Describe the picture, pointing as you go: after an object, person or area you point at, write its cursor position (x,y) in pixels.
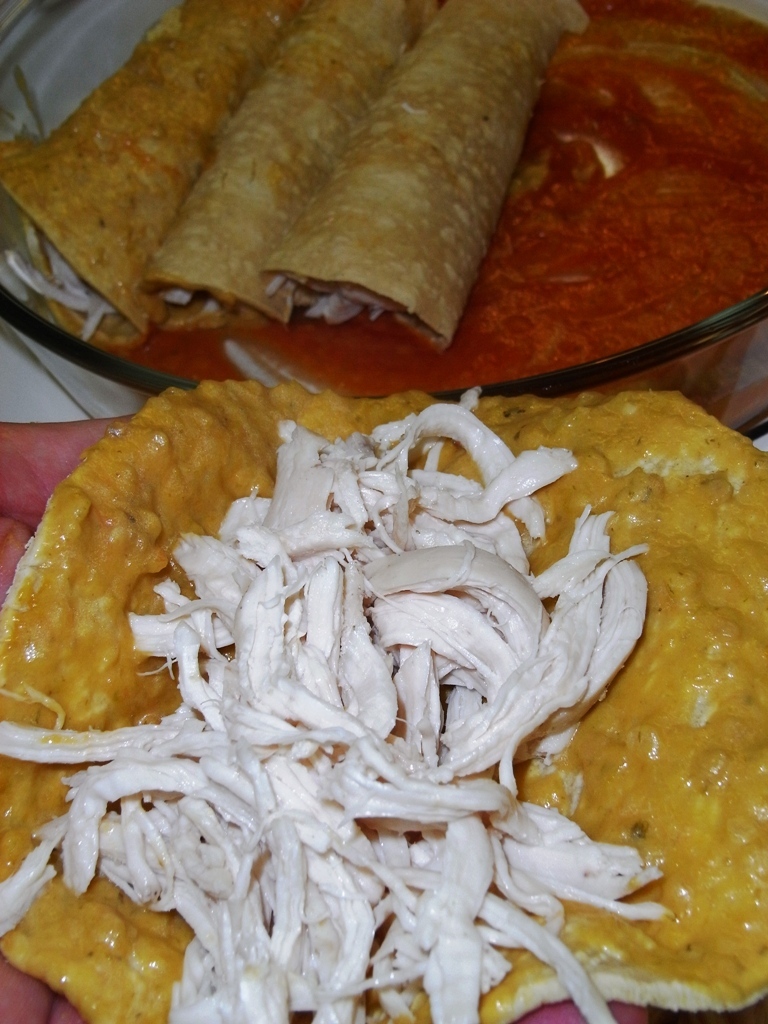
In the image there are rolls (401,156) kept in a bowl (555,292) and in front of the bowl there is some sauce (608,430) and another food item (255,617) kept on the tortilla (5,633).
